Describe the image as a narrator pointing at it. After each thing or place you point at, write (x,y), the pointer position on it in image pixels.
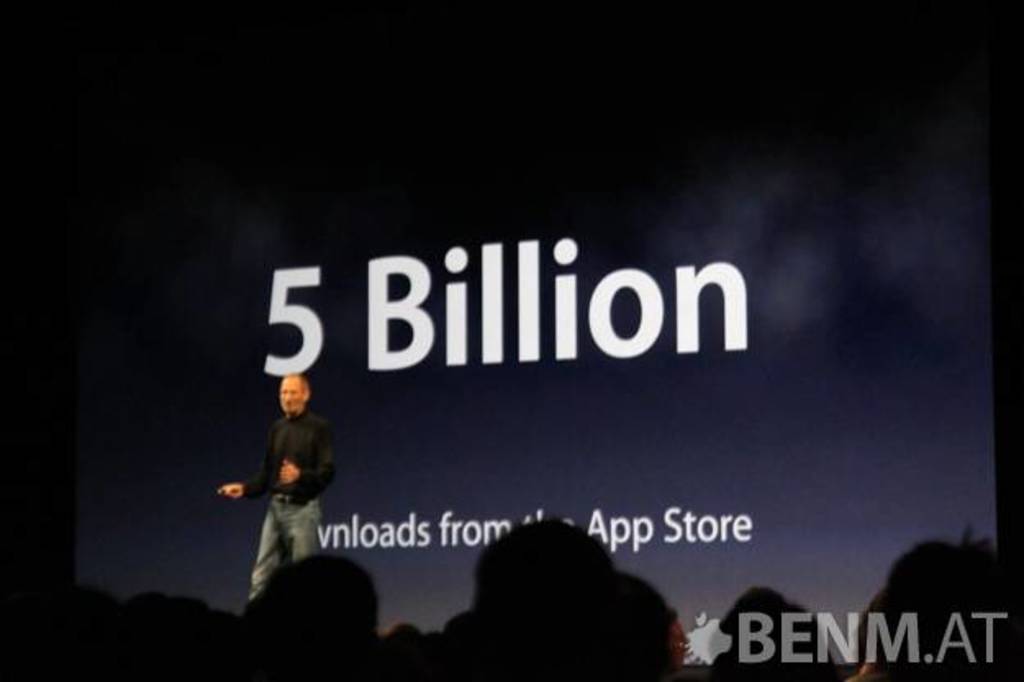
In this picture there is a man (295,528) standing. In the background of the image (480,385) we can see screen (543,370). At the bottom of the image (968,613) we can see people (270,667) and text (771,642).
